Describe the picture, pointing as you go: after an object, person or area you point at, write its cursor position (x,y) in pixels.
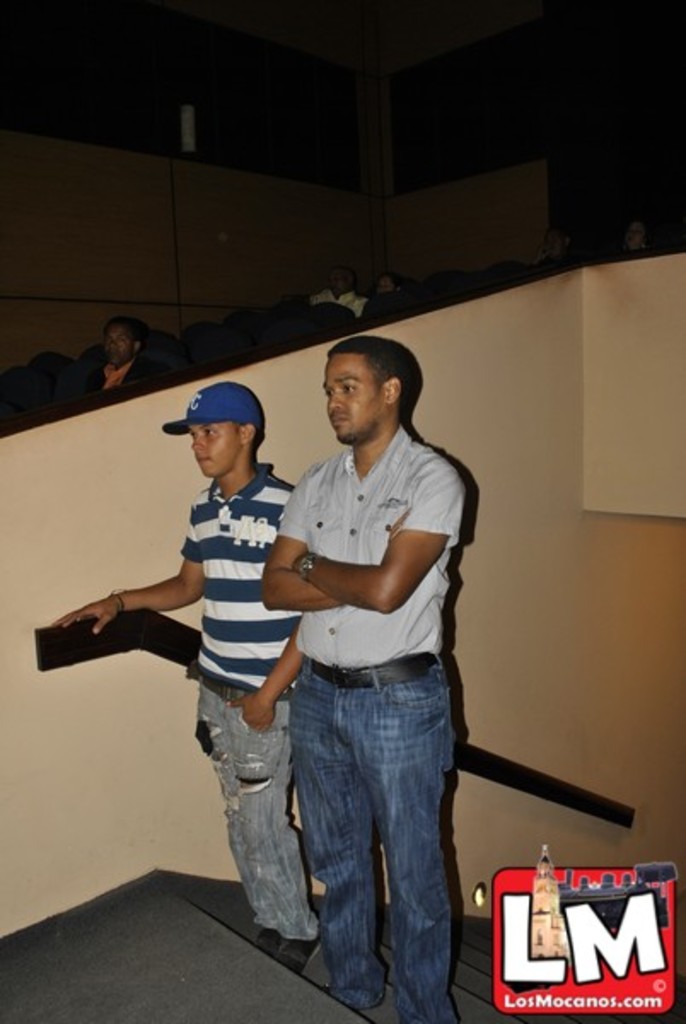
In this image I can see two men (248,622) are standing, I can see one of them is wearing blue colour cap (208,400). I can also see stairs (485,1020), watermark (517,878), number of chairs (85,354) and I can see few people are sitting on chairs (371,306).
